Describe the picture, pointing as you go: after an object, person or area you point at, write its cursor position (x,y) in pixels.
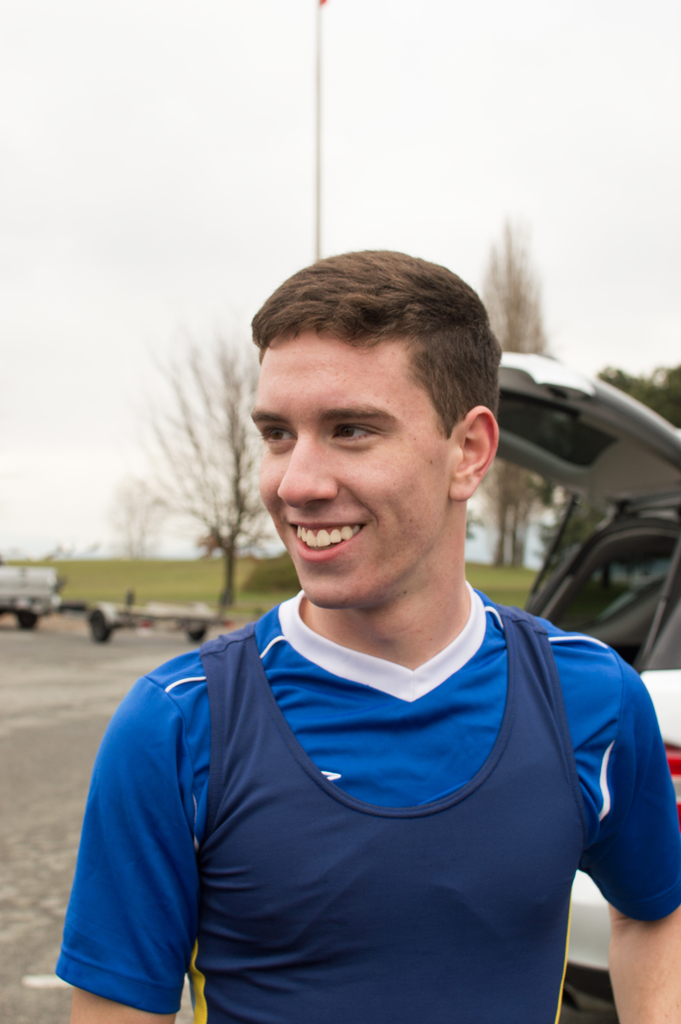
In this image, we can see a person (349,808) is smiling and look on the left side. Background (21,778) there are few vehicles (671,701), road (16,695), trees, plants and grass (179,586). Here there is a pole (321,133) and sky (324,133) we can see.
